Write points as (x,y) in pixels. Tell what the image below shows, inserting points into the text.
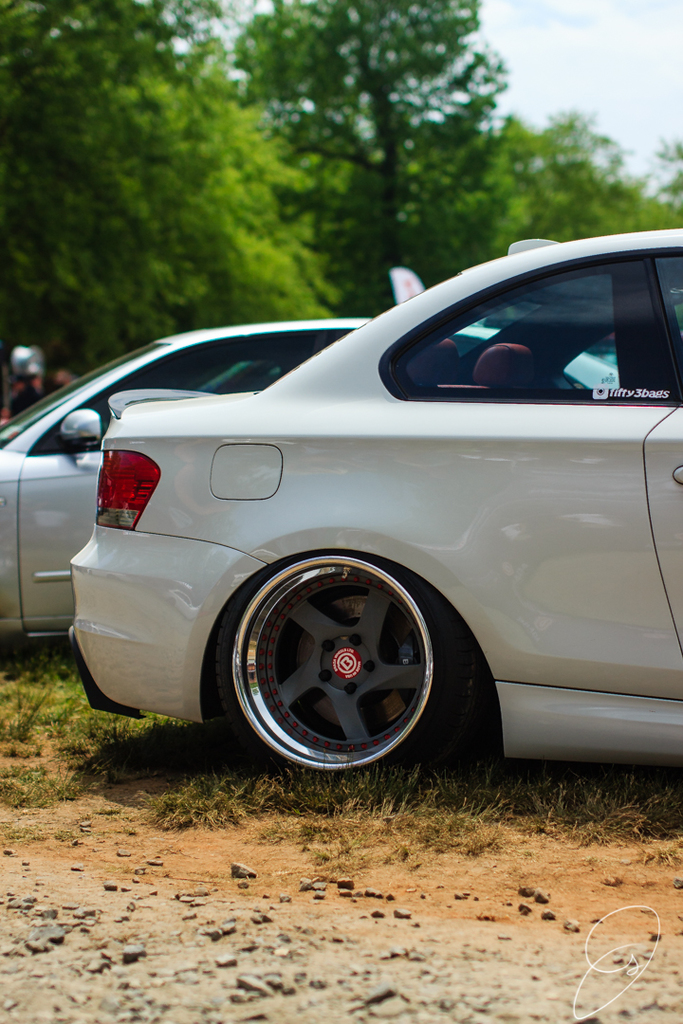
In this picture we can see vehicles (554,690) on the ground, here we can see some stones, grass (344,805) and in the background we can see a person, trees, sky (607,160).
